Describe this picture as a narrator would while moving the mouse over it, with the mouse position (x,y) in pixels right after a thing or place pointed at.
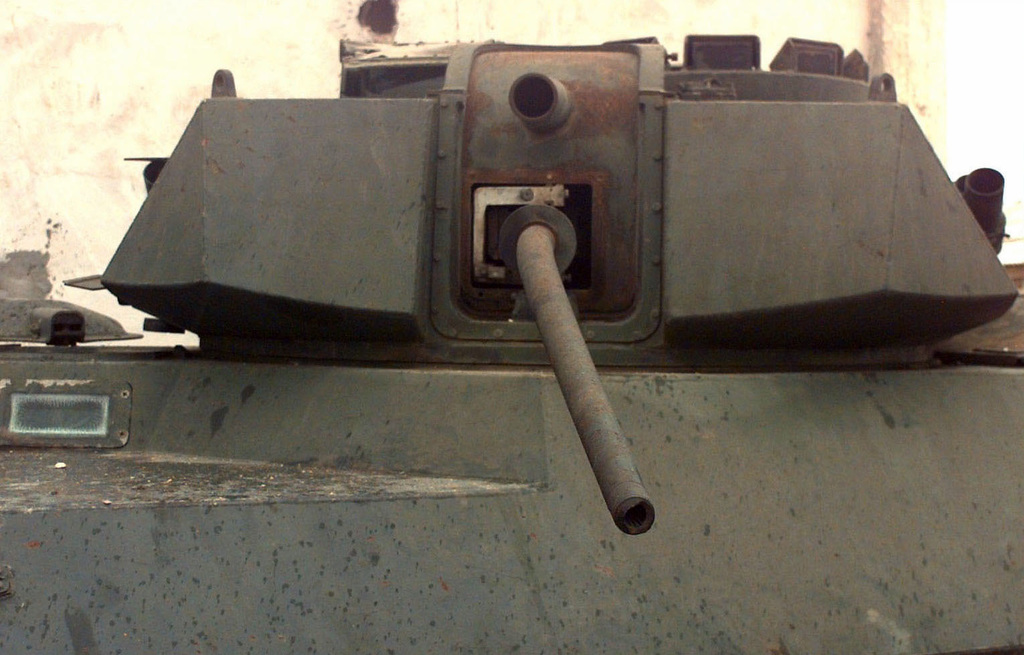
In this image we can see a weapon (357,437). It seems like a wall (869,21) at the top of the image (632,38).
